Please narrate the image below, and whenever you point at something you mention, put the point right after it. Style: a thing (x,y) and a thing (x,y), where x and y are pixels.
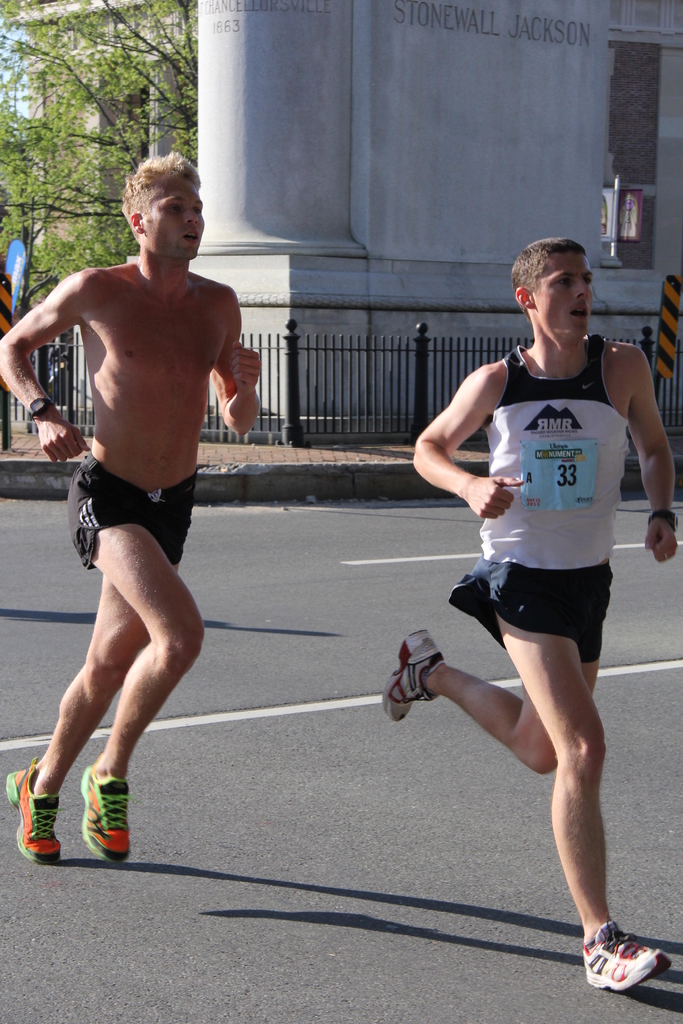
In this image we can see two men (485,600) running on the road (527,811). On the backside (345,424) we can see a building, a wall (237,114) with some text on it, a sign board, a tree (133,117) and the sky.
